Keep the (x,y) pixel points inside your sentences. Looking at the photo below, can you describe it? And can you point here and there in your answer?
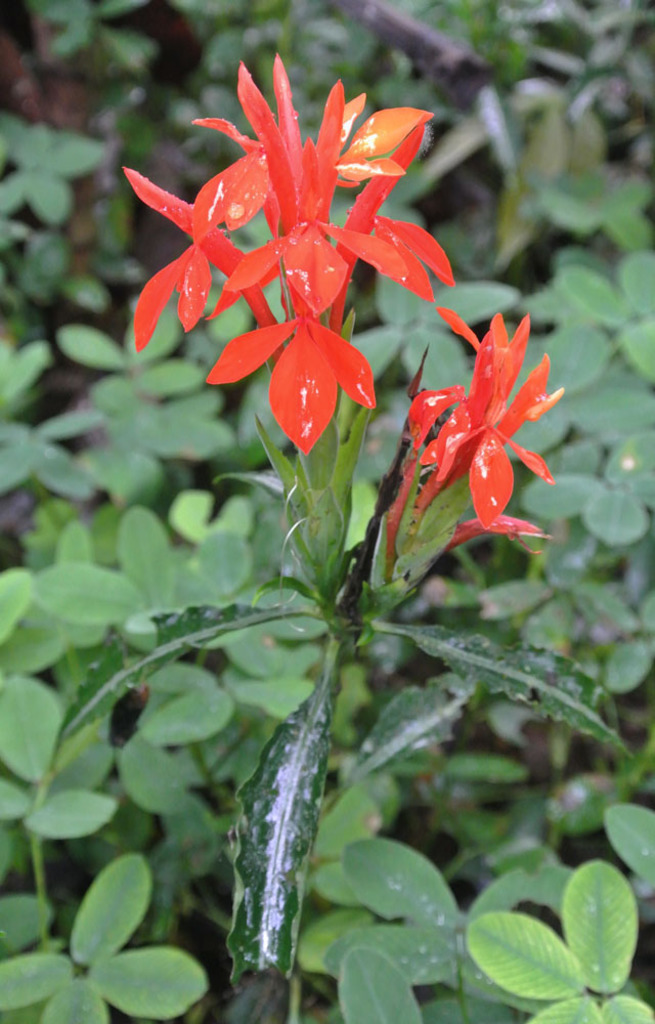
In this image, we can see some plant (178,532) which are green in color and there is a flower (375,132) on a plant (347,435) which is reddish orange in color.
